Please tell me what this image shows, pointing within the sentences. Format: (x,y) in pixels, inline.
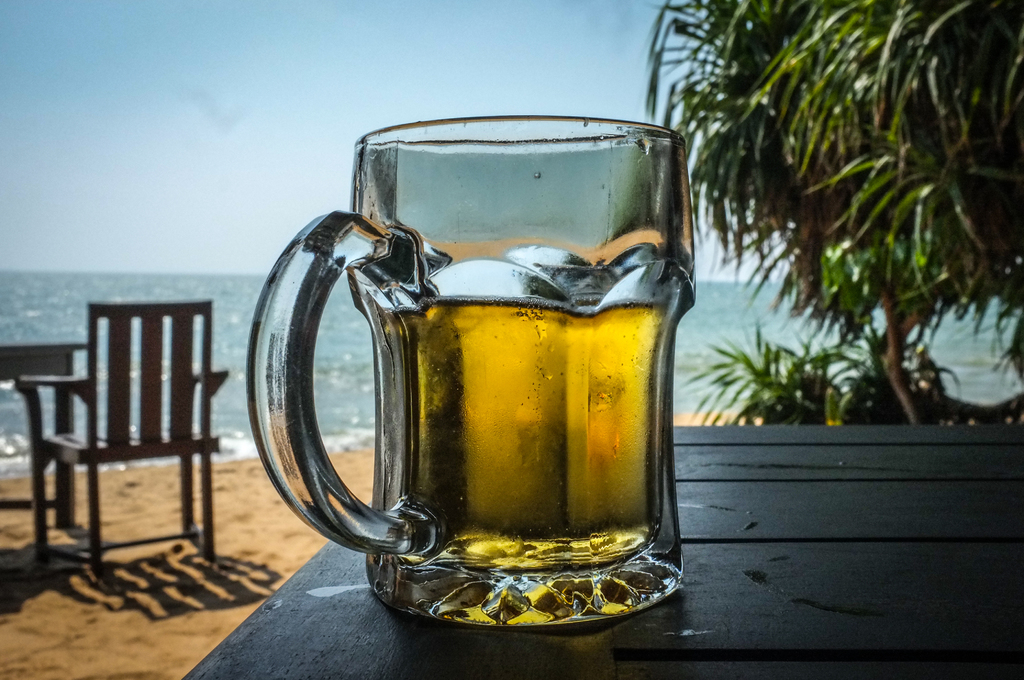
In this image i can see a glass (516,370) on a table (735,520) at the background (117,370) i can see a chair (118,348), water (223,357), a tree (892,92), sky (575,49).
